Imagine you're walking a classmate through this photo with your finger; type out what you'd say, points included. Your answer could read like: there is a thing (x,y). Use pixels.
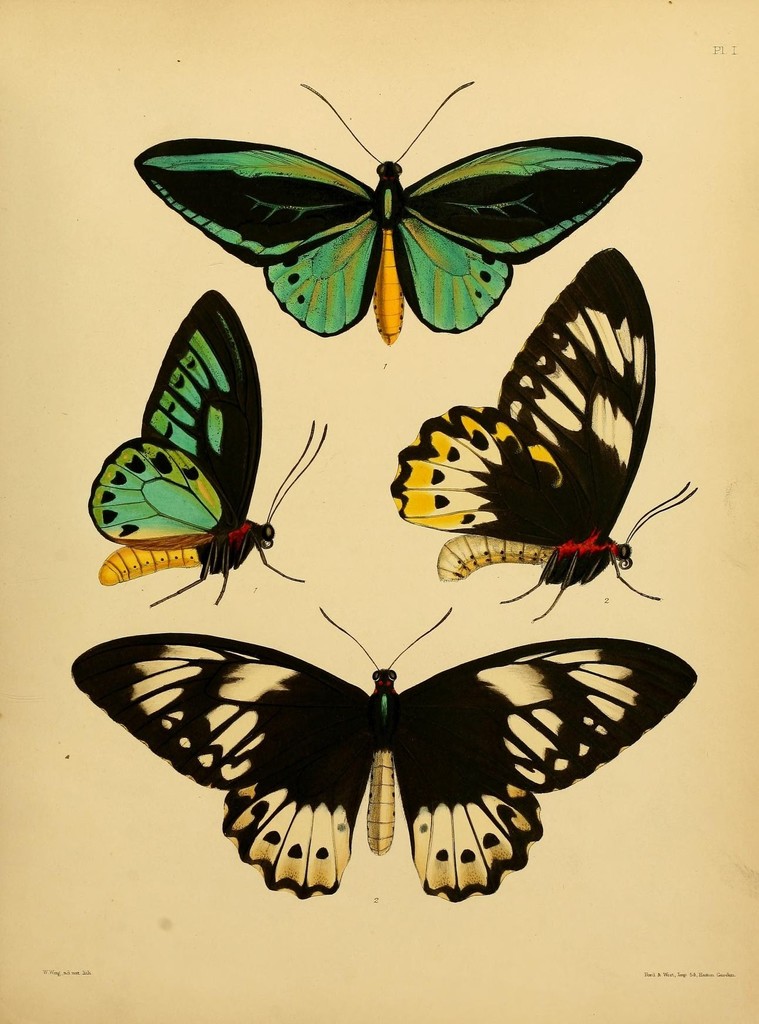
In this image there are four butterflies (320,269) in middle of this image (256,659). One butterfly (321,732) is in the bottom side (361,769) and one more (330,276) is at top side (256,232) and two butterflies (209,323) in middle of the image (490,462).
